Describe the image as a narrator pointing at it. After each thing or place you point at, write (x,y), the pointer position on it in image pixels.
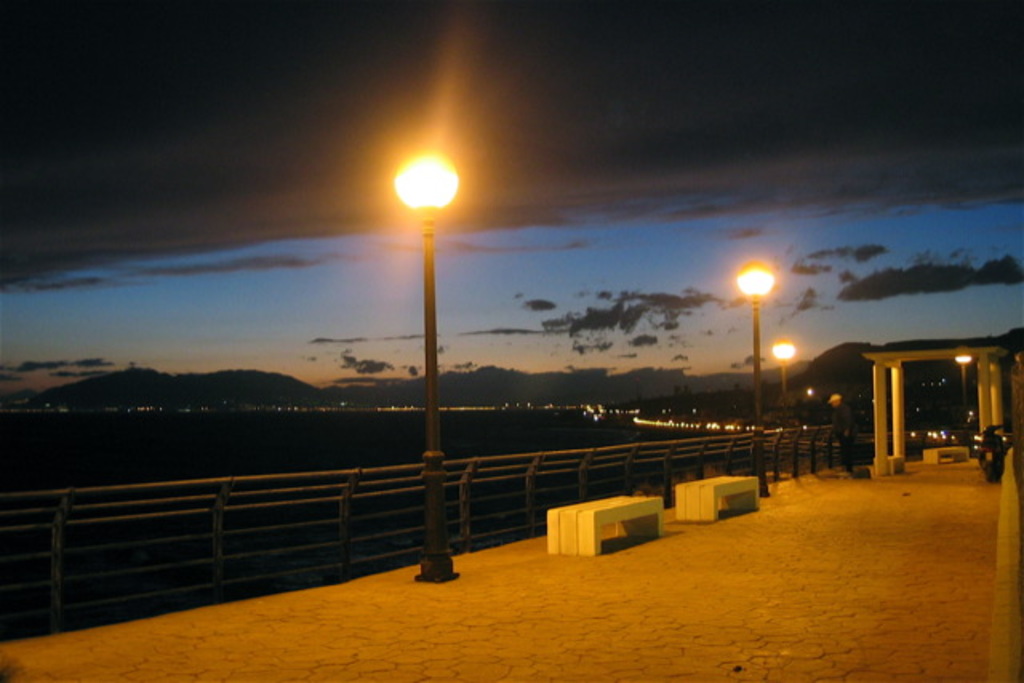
In this picture I can observe two benches (679,505) on the land (676,601). I can observe some poles (433,299) to which yellow color lights (760,286) are fixed. In the background (245,264) I can observe some clouds (321,106) in the sky (423,290).
